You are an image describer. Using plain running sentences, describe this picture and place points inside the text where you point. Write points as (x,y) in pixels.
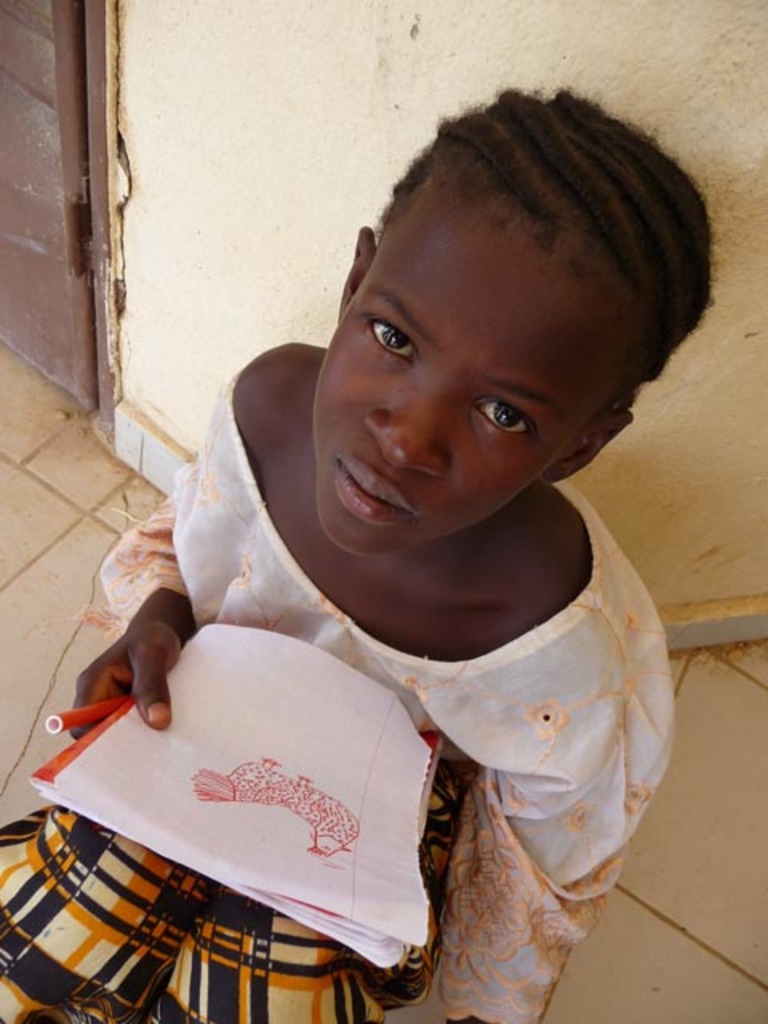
This picture seems to be clicked inside. In the center (352,357) there is a kid (329,395) wearing white color dress (259,558), holding a book (149,770) and a pen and sitting on the ground (672,795) and we can see the drawing of a bird (304,785) in the book (291,723). In the background (244,139) we can see the door (50,70) and the wall (269,181).
